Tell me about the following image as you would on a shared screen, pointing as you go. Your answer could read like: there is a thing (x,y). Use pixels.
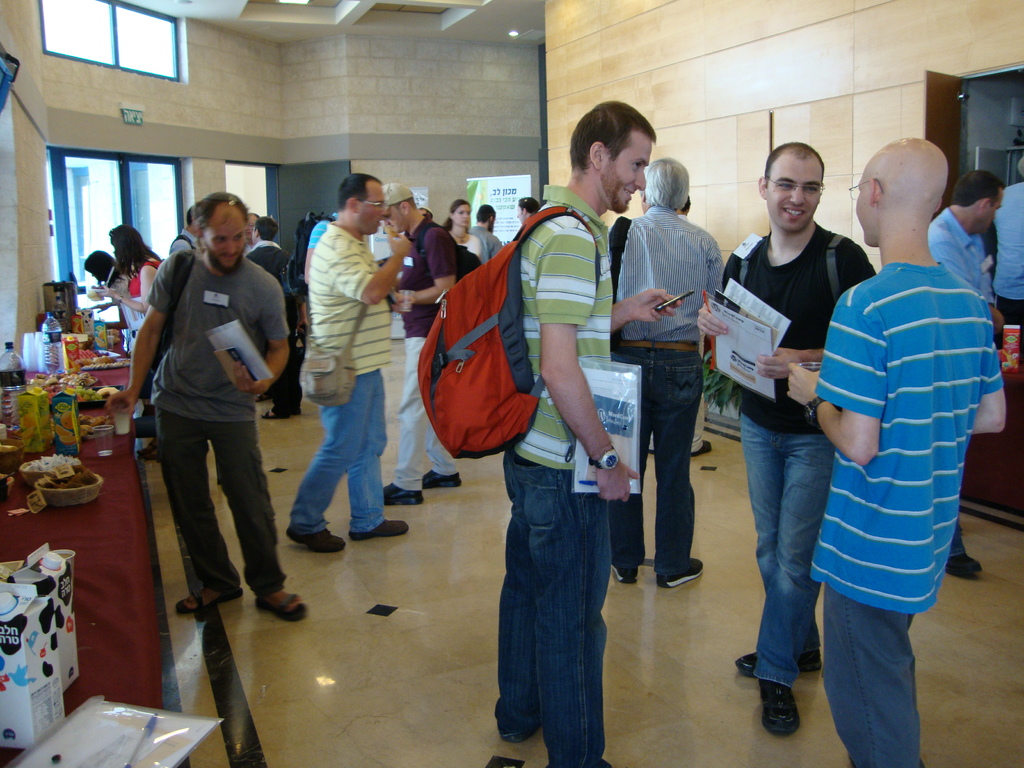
In this image there are group of people (571,400) standing on the floor (477,573) and talking with each other. On the left side (100,567) there is a table (84,445) on which there are bottles (58,350), juice bottles (40,418) and some food items (86,385). At the top (385,31) there is ceiling (450,22) with the lights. In the background (471,186) there are banners (508,192). On the left side (31,608) bottom there are two milk cartons (41,651) on the table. Beside it there is a file (100,741).
